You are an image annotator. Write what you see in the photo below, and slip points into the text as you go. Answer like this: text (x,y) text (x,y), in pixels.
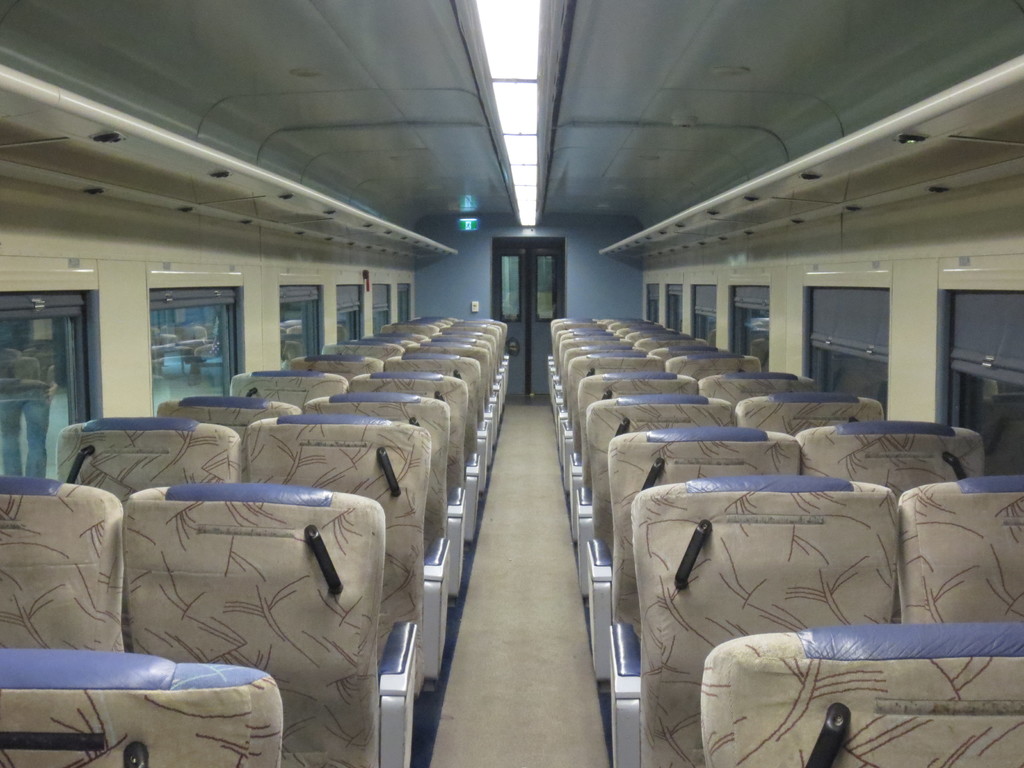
In this image I can observe empty seats (583,538). On the top (528,161) there are lights (508,127).
